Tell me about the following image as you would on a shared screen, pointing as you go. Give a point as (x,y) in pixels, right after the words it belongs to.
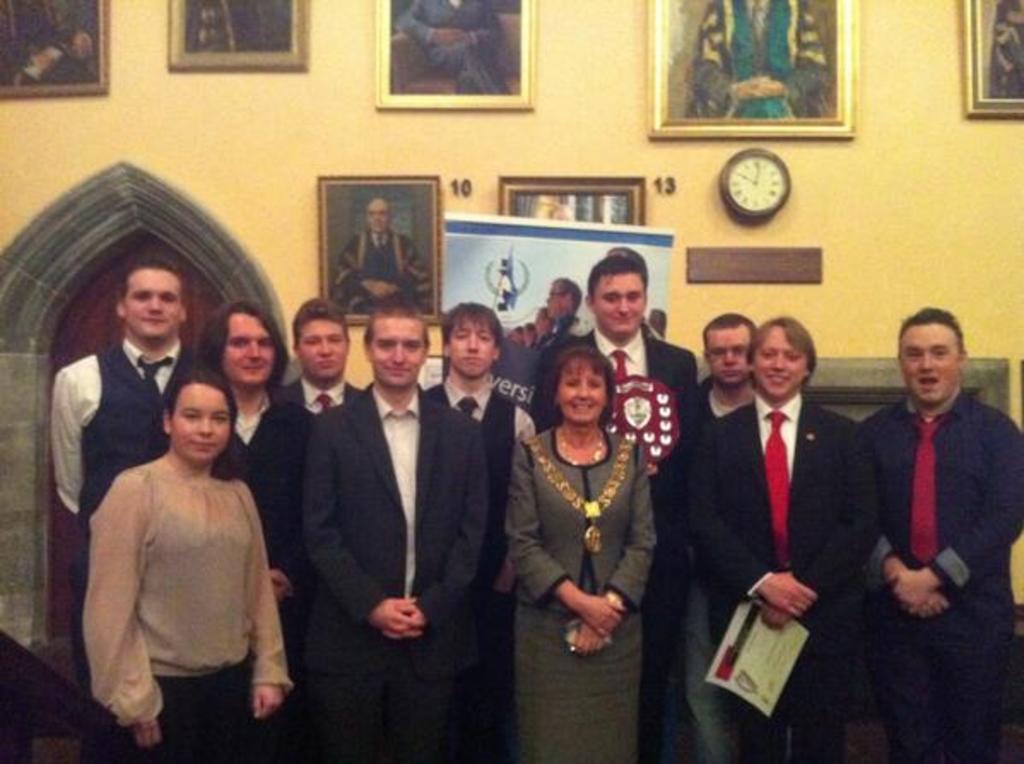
In the foreground of the image (268,408) there are people (306,546) standing. In the background of the image (328,223) there is a wall (666,212) with photo frames (54,60). There is a clock (740,174) on the wall (679,197). There is a door (195,277).
